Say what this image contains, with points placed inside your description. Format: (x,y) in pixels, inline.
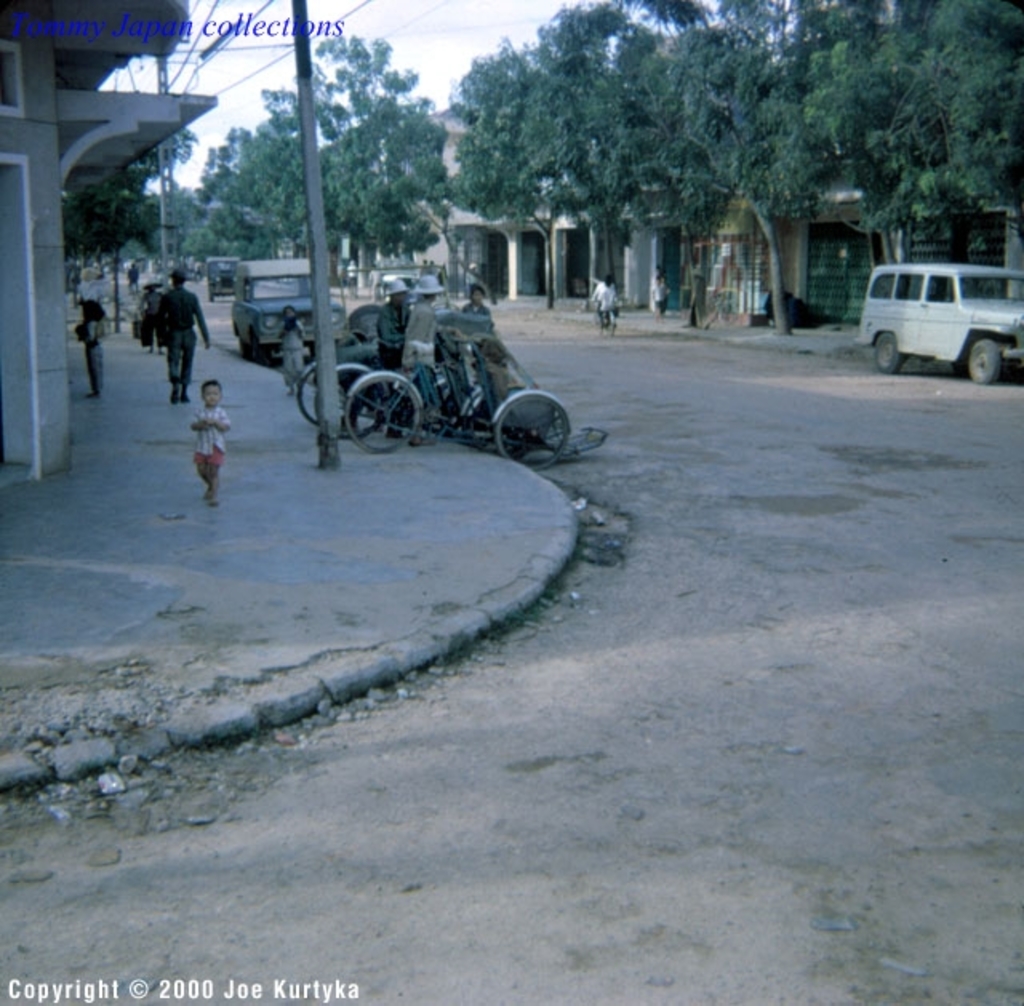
In this image we can see people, vehicles (523,451), poles (299,80), road (451,861), and buildings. In the background (461,27) there is sky (356,3). At the top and bottom of the image (11,992) we can see something is written on it.
